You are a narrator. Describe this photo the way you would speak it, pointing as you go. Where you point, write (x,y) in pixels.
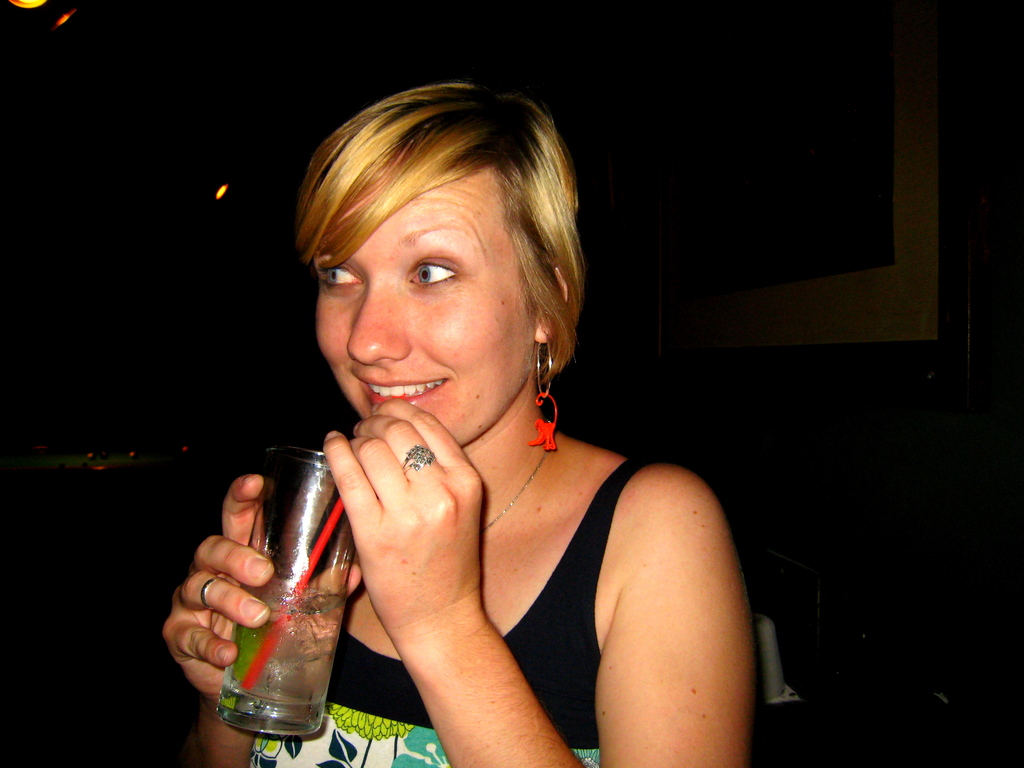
In this picture we can see a woman (450,490) is holding a glass of drink (295,576) and a straw (308,572) in the front (354,549), there is a dark background (768,226).
